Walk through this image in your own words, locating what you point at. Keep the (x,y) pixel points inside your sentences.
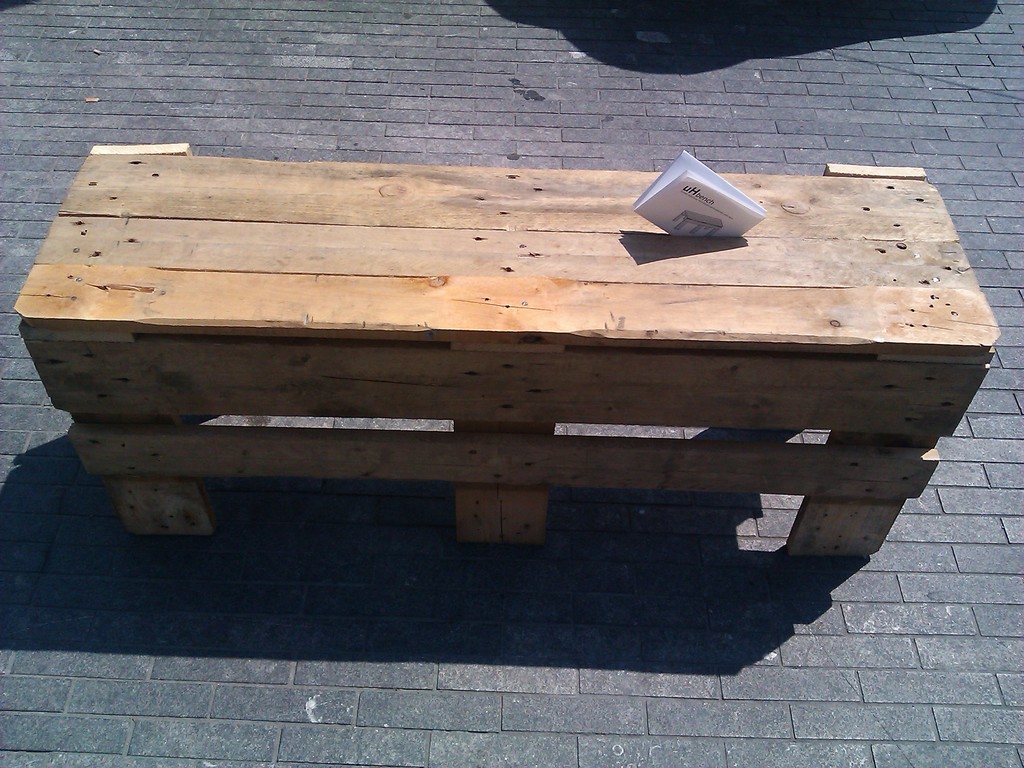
There is a wooden bench (627,244) and a paper (686,228) in the foreground area of the image (638,308) and a shadow (533,14) at the top side (869,25).
